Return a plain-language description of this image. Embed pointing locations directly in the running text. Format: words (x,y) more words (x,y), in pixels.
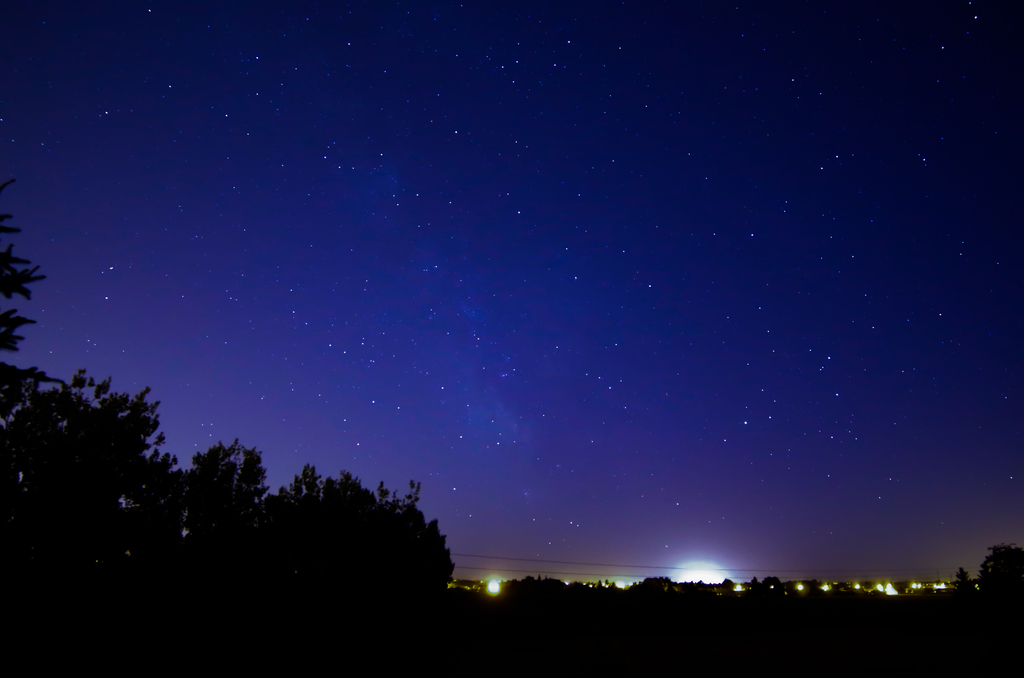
The image is taken during night time. At the bottom of the picture (409,568) there are trees (536,588) and lights (889,592). In this picture we can see sky (618,379), in the sky (389,232) there are stars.
